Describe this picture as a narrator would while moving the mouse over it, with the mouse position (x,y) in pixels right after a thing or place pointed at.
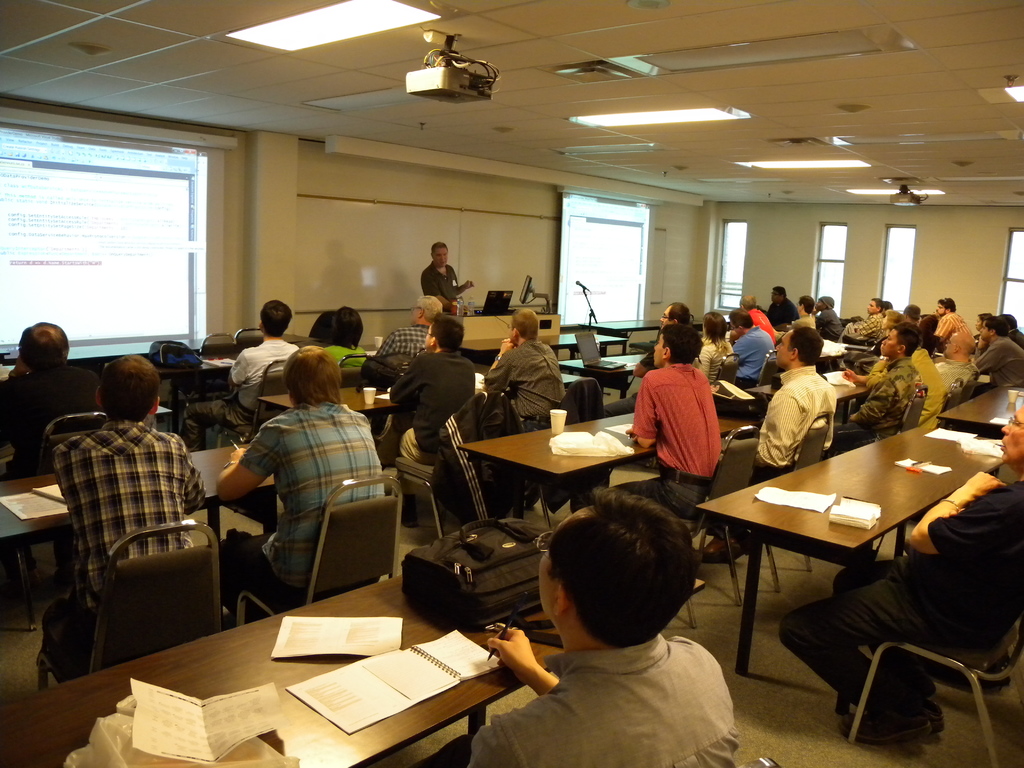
In this image I can see number of people (23,374) are sitting on chairs (585,391) and one man (440,266) is standing. I can also see few tables (214,490) and on these tables (916,487) I can see books (349,669), papers (334,633), a bag (447,574), few glasses (562,418) and few more stuffs (469,303). Here I can see two projectors (433,80) and two screens (129,222). I can also see few monitors (497,309) and a mic (586,289).
